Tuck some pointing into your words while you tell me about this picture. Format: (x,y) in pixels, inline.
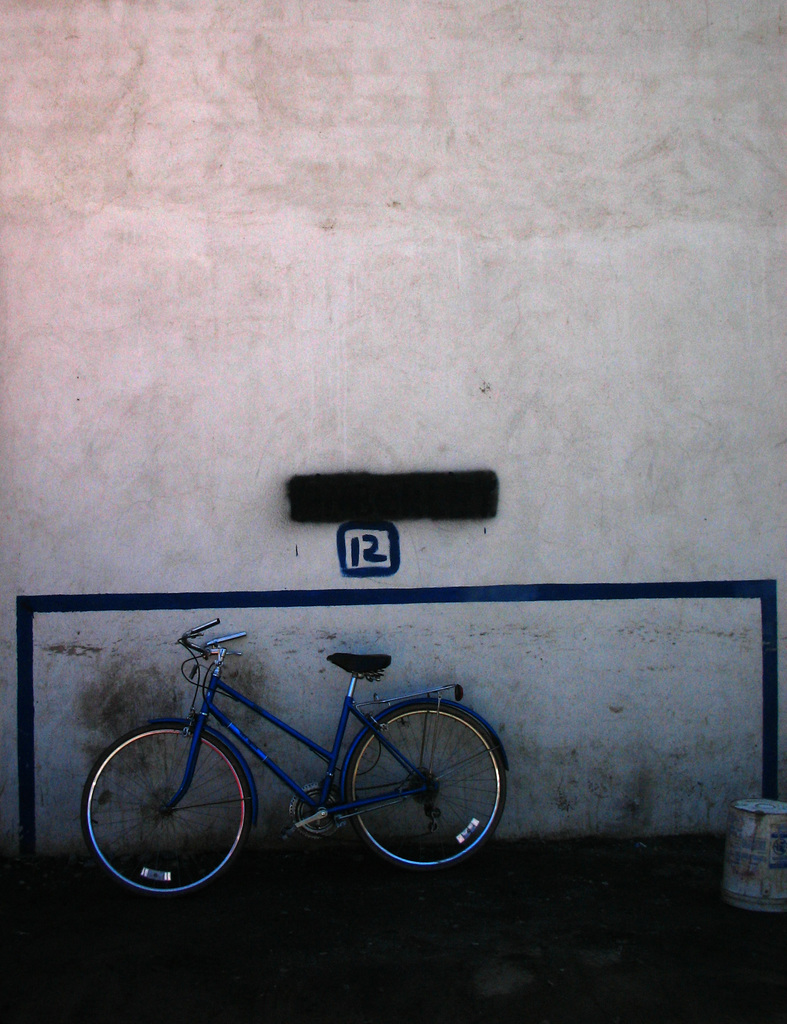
In the image we can see a bicycle (246,781) parked. Here we can see the wall (477,556) and an object (733,886).
